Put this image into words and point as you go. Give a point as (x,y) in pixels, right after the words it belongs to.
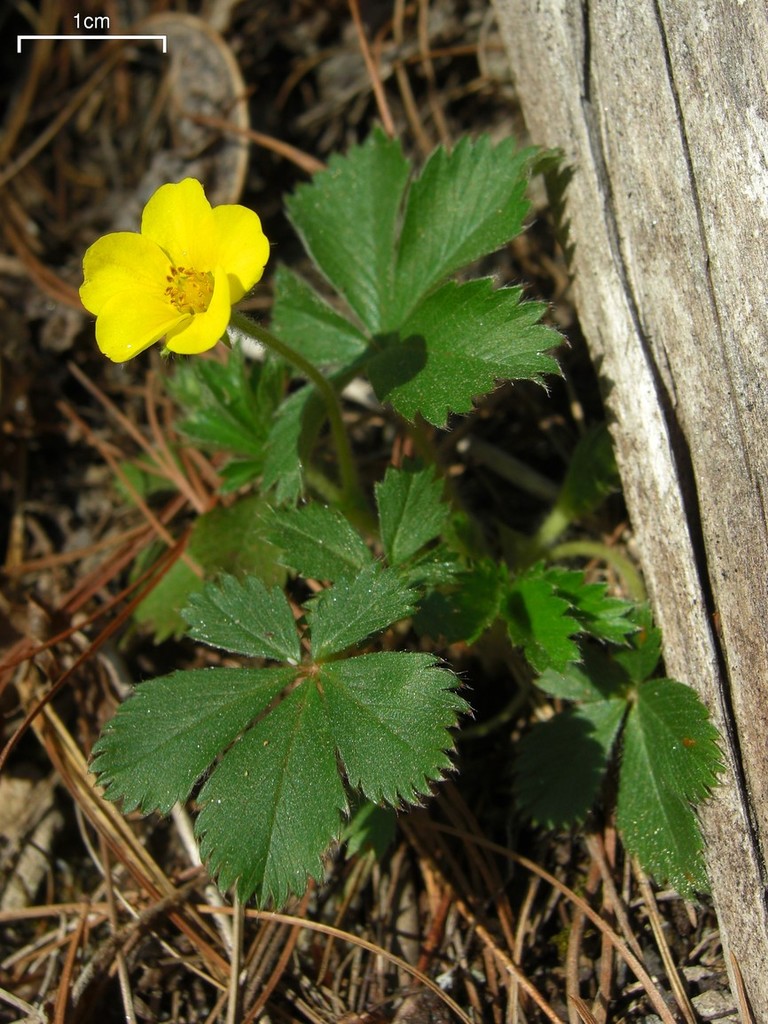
In the image there is a plant (324,365) with yellow flower (183,223), around the plant (307,879) there is dry grass (63,886) and on the right side (635,211) there is a wooden object (648,450).
